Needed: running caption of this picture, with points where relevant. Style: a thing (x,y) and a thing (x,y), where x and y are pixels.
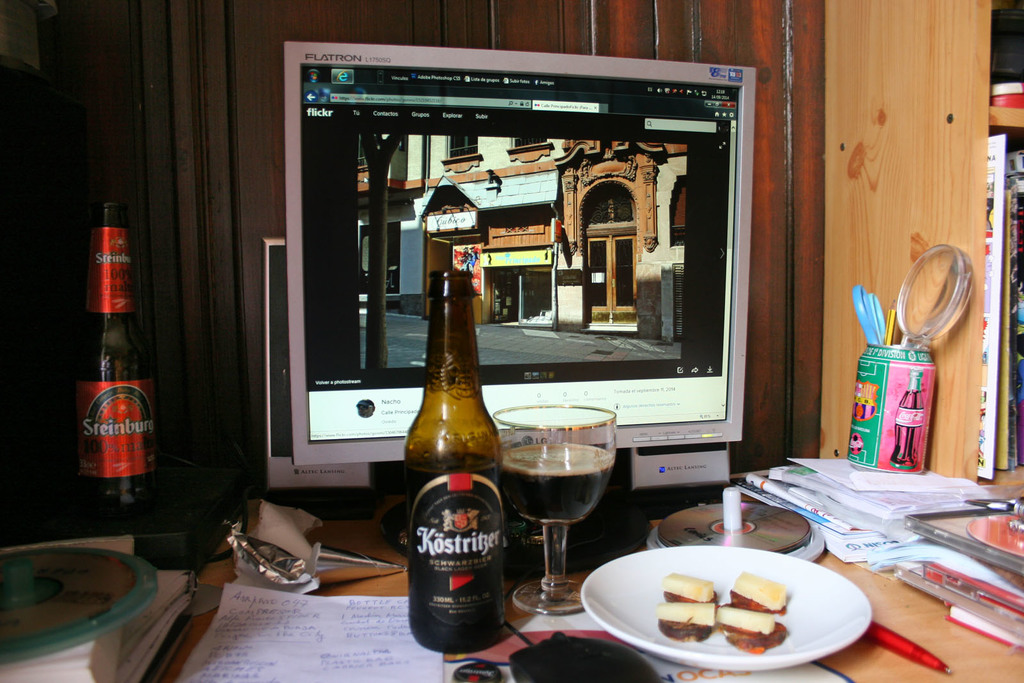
On this table (929,636) we can able to see books (963,627), tin (931,393), monitor (519,318), glass (542,449) with liquid (546,471), bottle (440,534), paper (434,662), plate (825,617) with food (735,628), CD holder (737,533), papers (851,518), speaker (283,430) and device (188,503). In this monitor (567,318) we can able to see building (626,237).
